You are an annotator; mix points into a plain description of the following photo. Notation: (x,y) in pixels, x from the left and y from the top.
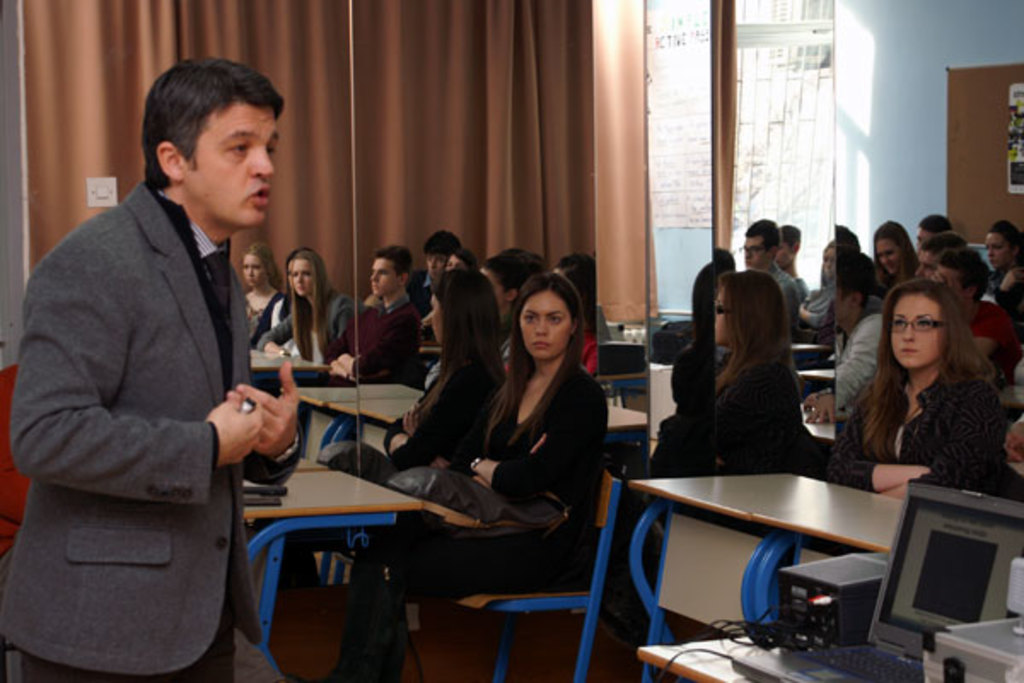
This is looking like a classroom. There are many people (590,466) sitting on chair (603,490) in front of them there are desks (356,493). in the left (136,297) a person (131,501) wearing grey jacket (125,382) is talking something to the people (682,439). In the right (923,551) there is a laptop (921,626). Here is a pillar (656,246). In the background (615,111) there are curtains (519,65).
